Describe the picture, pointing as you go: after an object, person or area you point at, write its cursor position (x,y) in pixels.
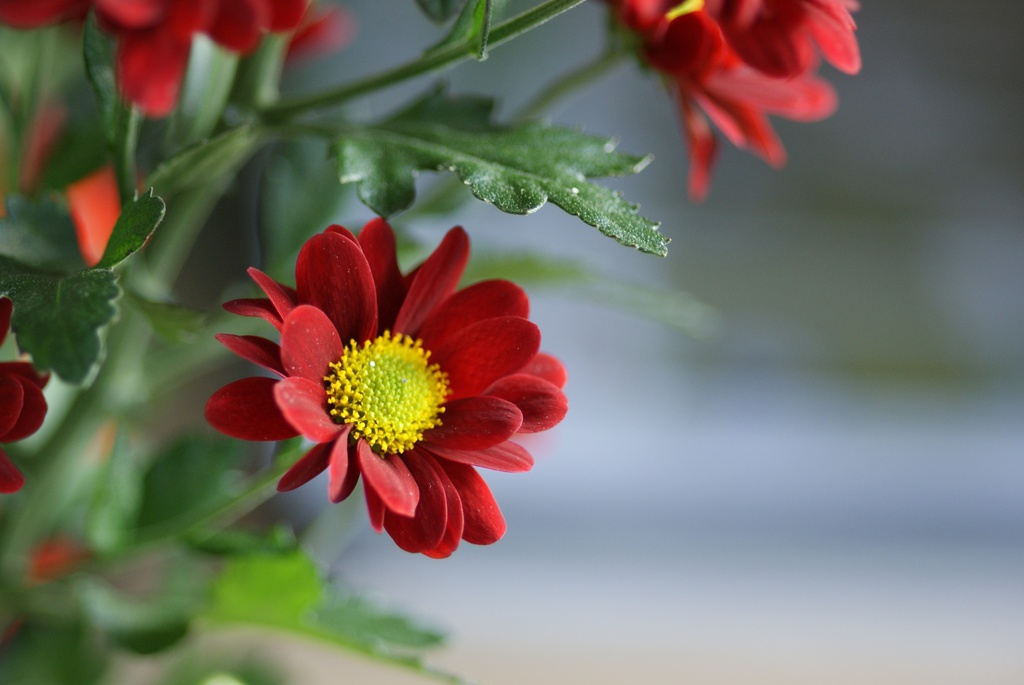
In this image I can see red color flowers (381,317) and stem (171,212) and leaves (304,187).
